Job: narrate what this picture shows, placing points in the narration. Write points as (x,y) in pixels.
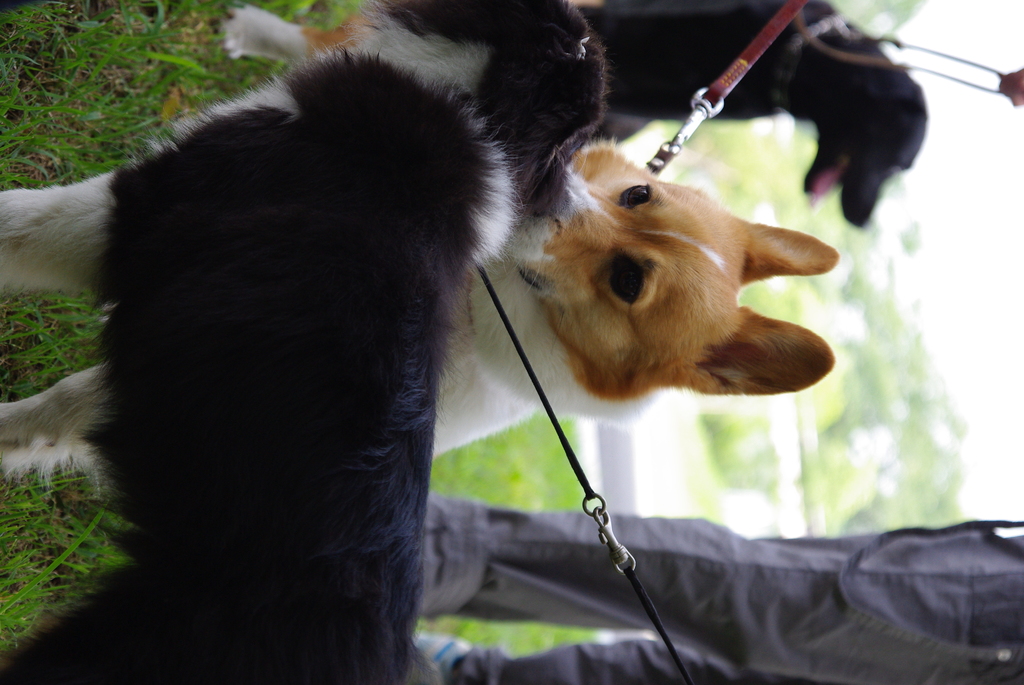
In this image I can see dogs (340,444) and a person (548,545) standing on the grass (228,77). There are trees (916,358) behind them and the background (902,463) is blurred.
